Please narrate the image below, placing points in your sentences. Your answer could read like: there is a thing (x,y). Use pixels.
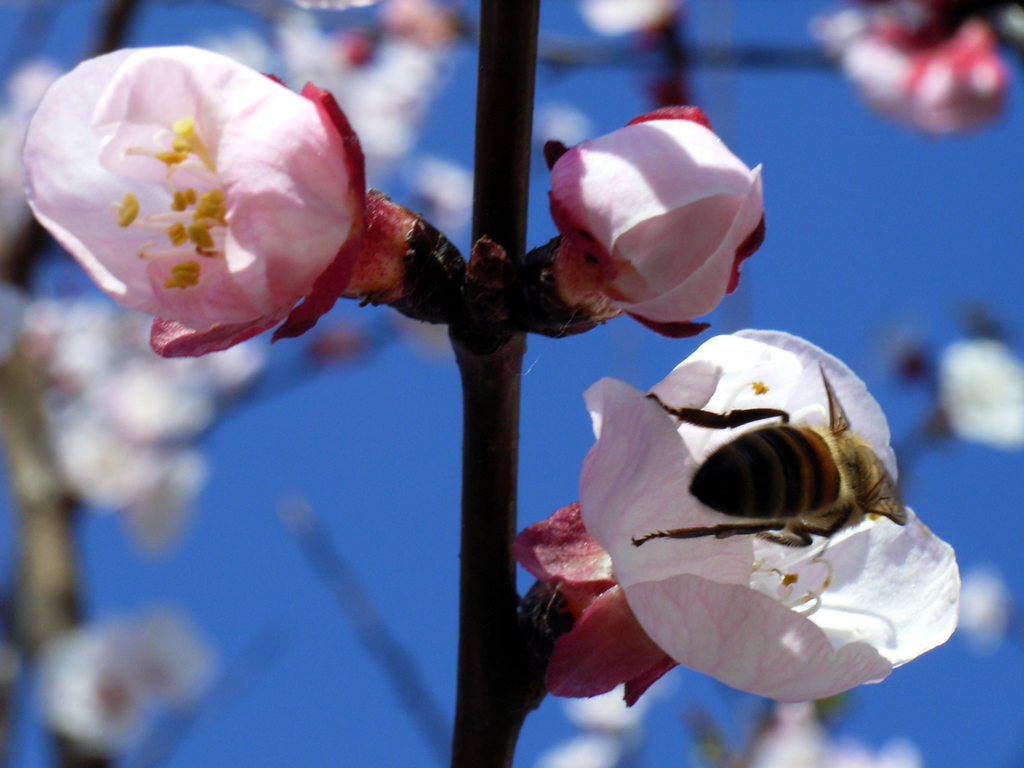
In this image I can see few flowers (254,153) which are pink and yellow in color to a plant (667,515) and an insect (781,504) which is yellow and black in color on a flower (798,576). In the background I can see few plants (168,451) and the sky (915,199).
